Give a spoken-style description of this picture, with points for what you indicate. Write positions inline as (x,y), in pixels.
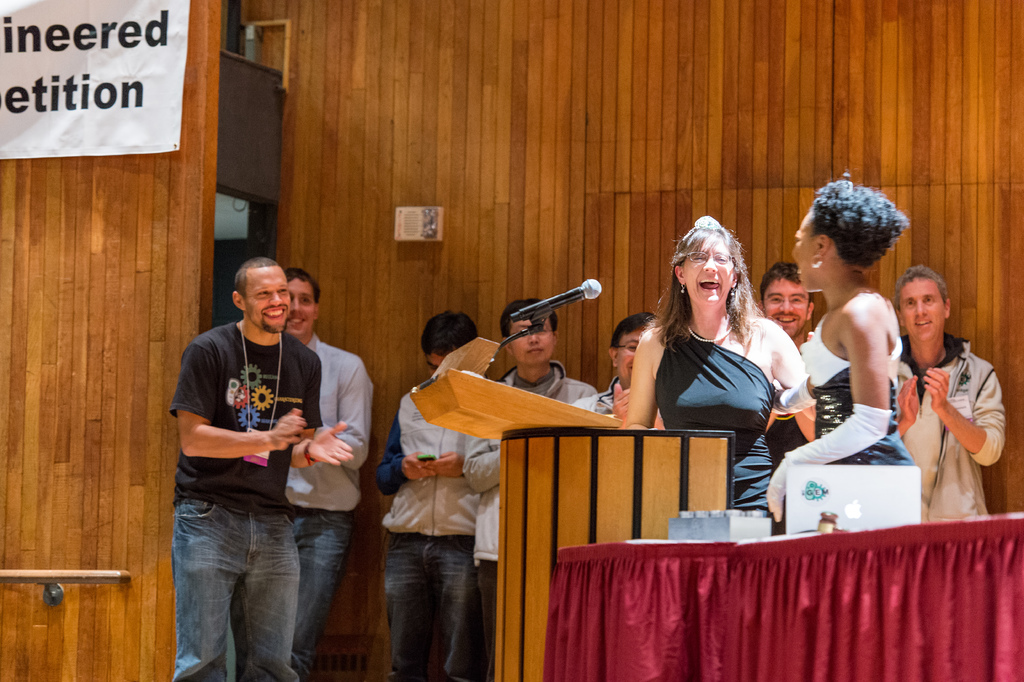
Here we can see group of people (793,413). There is a mike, podium (521,519), table (787,586), and a cloth (856,579). In the background (756,158) we can see a wall (609,134) and a banner (80,100).
